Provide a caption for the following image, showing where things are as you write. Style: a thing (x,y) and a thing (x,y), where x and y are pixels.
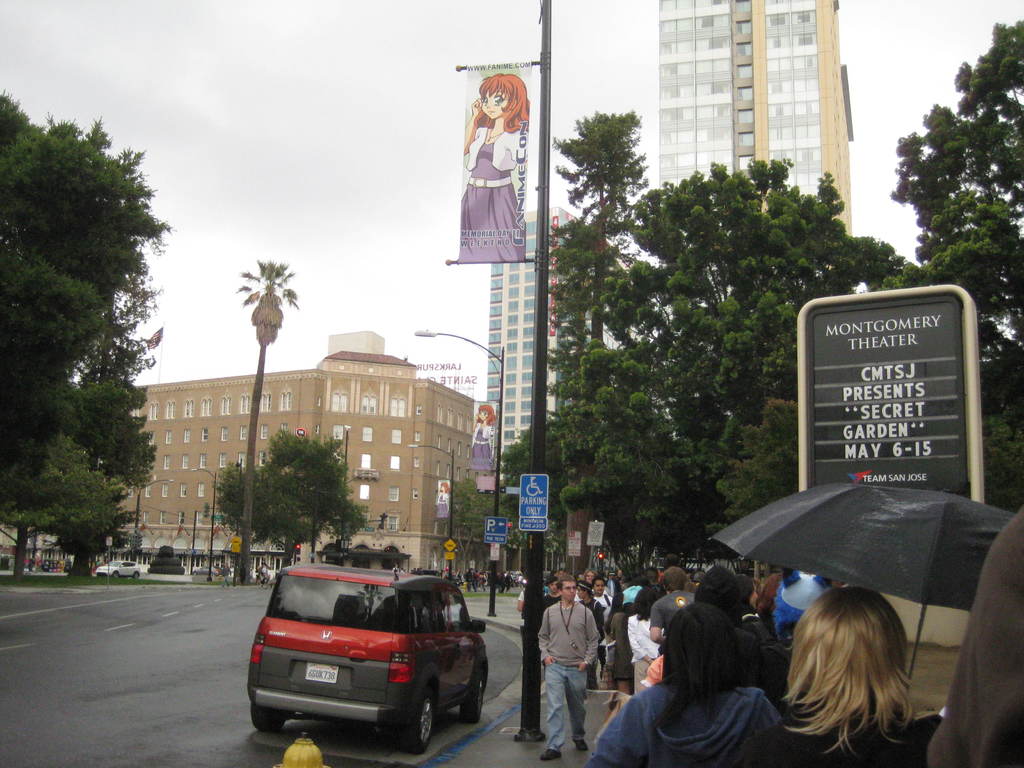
In this image we can see a few people (753,725), street lights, trees (990,266), posters (517,99), poles (549,59), some written text (920,397) on the board (963,390), we can see vehicles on the road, buildings (705,124), windows (682,138), at the top (450,239) we can see the sky (224,114).
